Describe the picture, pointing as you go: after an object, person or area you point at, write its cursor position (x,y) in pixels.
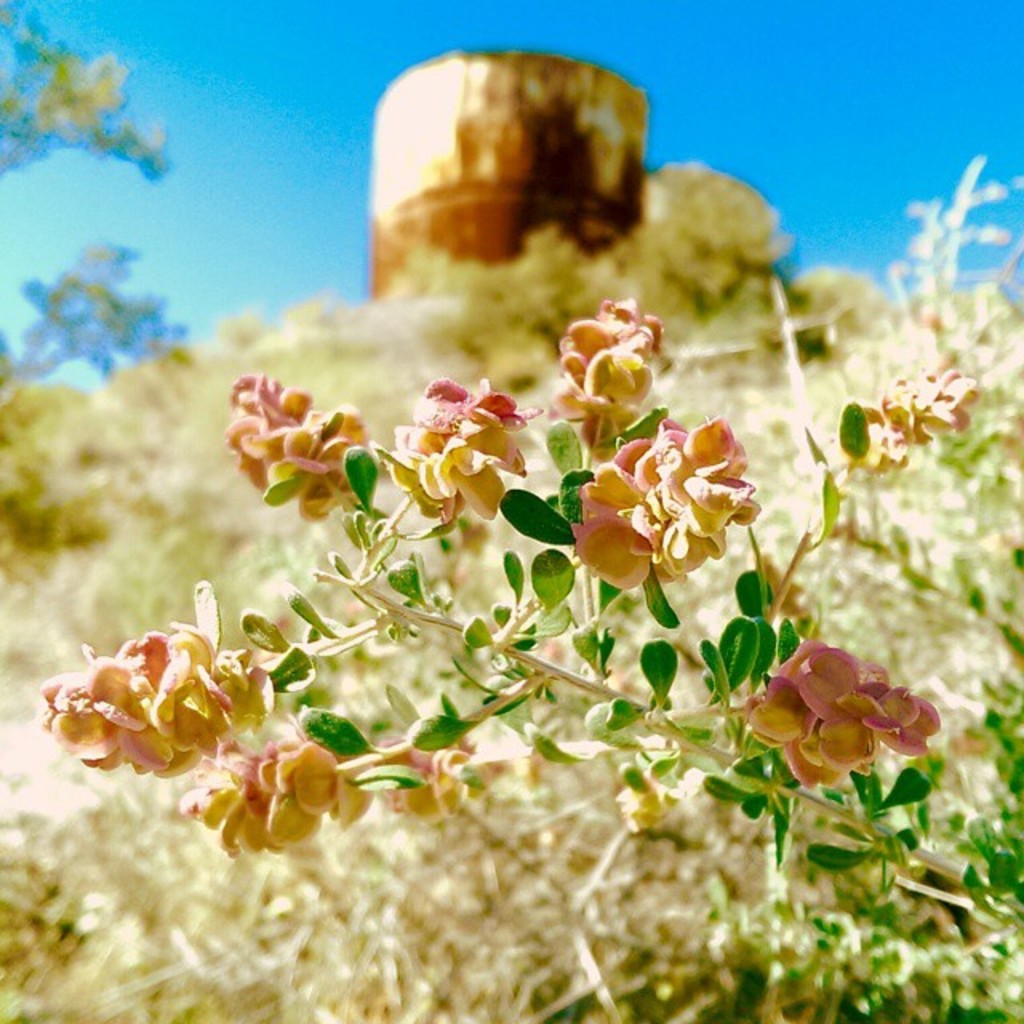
Here we can see a plant (522,624) and flowers (742,482). There is a blur background (350,15) and we can see trees (26,103), sky (950,199), and an object (408,197).
